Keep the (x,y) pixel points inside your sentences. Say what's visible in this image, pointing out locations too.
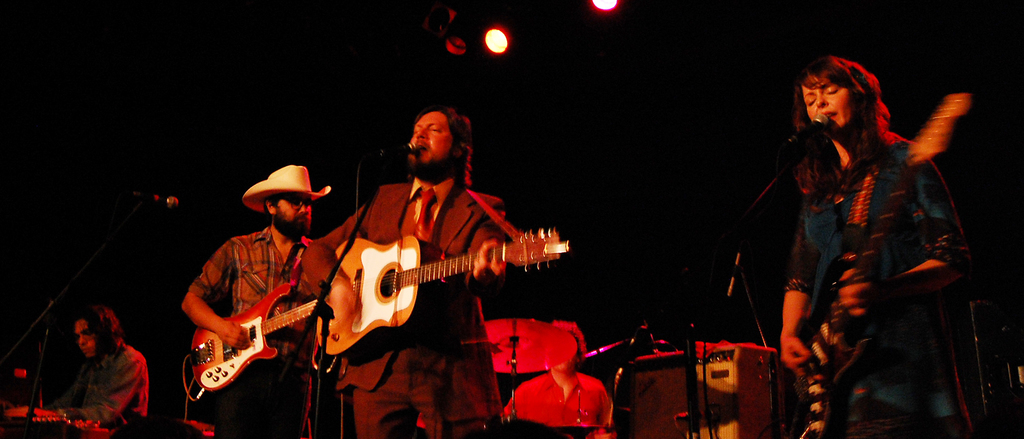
In this picture we can see three persons (443,154) standing in front of mike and playing guitar (233,315). Here we can see a person (69,416) who is sitting and playing some musical instrument (36,427). And these are the lights (440,26).
